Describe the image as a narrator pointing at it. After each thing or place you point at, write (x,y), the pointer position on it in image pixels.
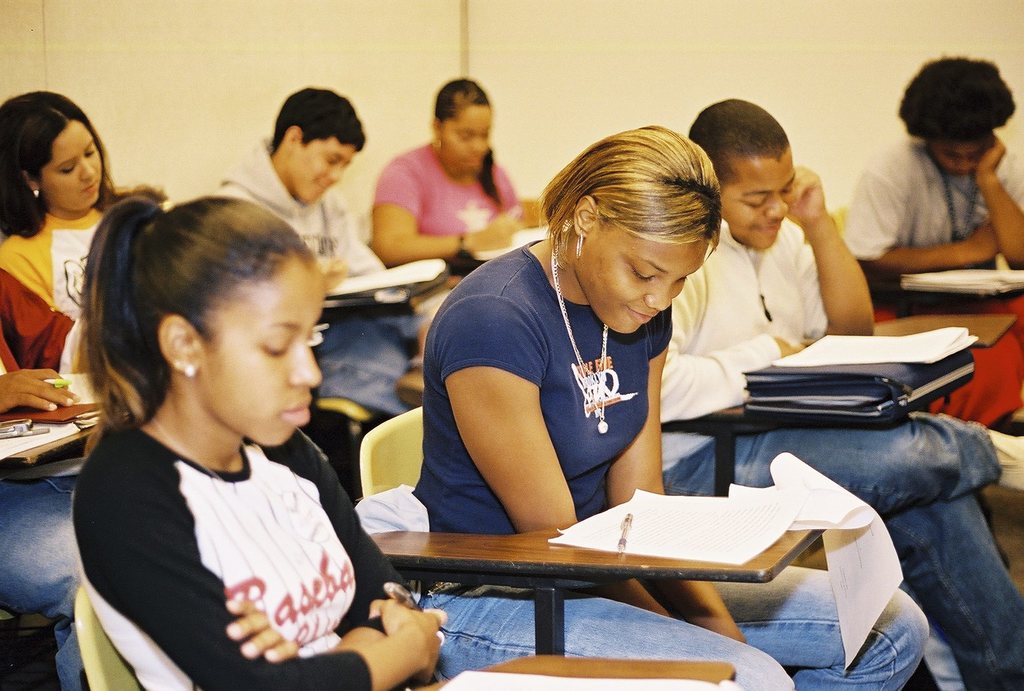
In this picture I can see few people (592,376) are seated on the chairs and I can see few papers (944,350), books (902,377) on the pads (47,455) and I can see a wall (868,117) in the background (603,118).
